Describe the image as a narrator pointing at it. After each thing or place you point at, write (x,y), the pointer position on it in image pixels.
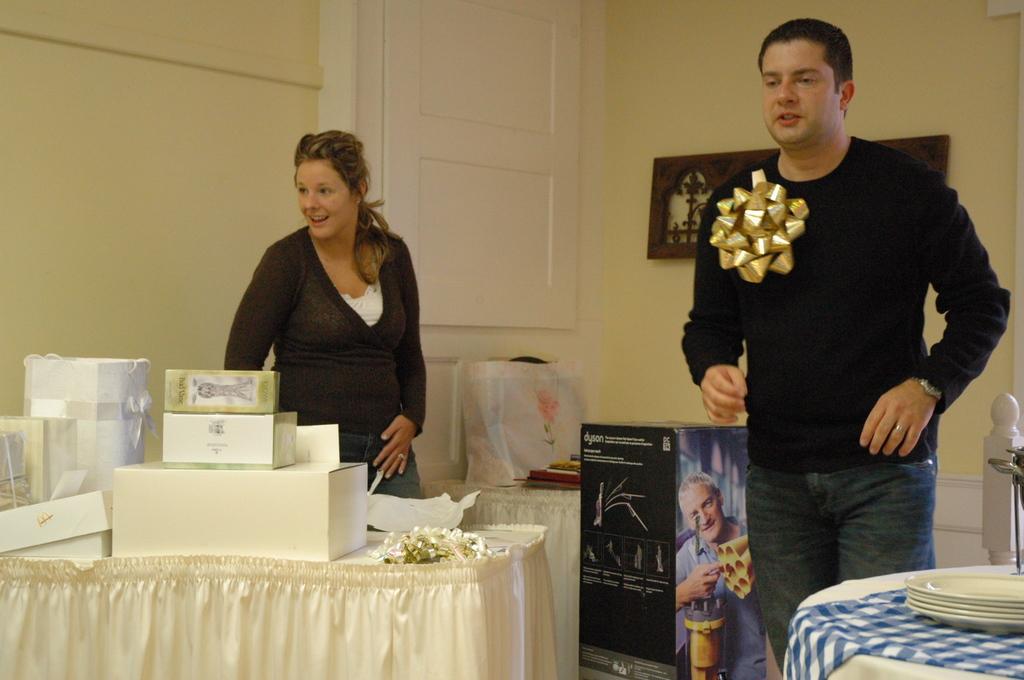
A couple (345,220) are standing beside a table (203,589) with few pack boxes (237,514) on it.
